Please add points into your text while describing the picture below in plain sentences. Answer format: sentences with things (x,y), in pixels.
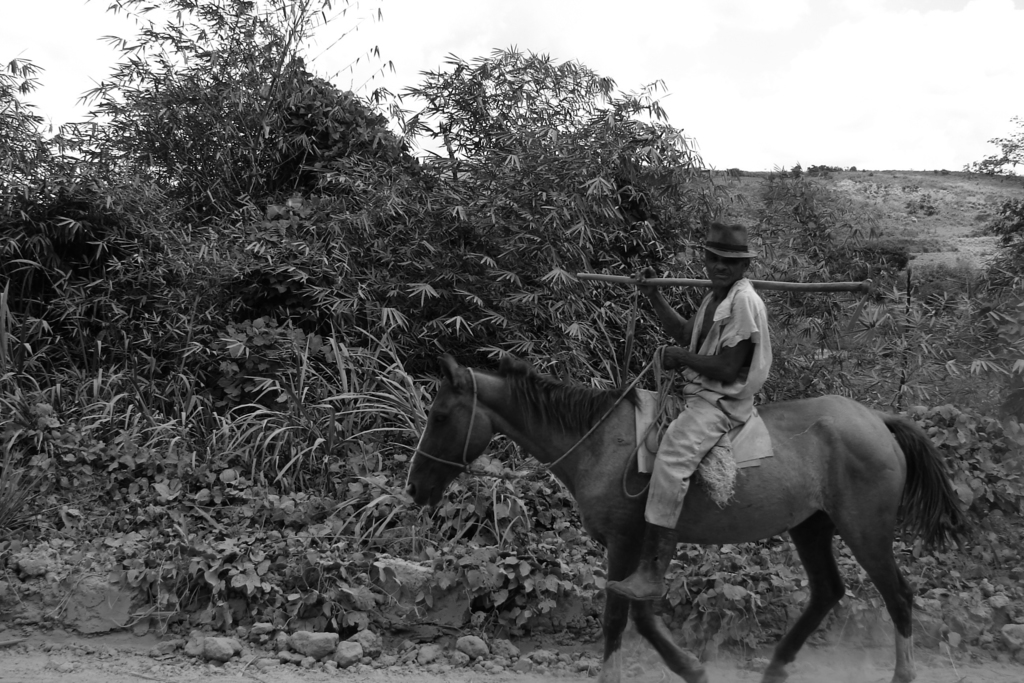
This person (734,254) is sitting on a horse (628,414) and holding a stick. Background (562,199) there are trees (435,211) and plants (226,465).
